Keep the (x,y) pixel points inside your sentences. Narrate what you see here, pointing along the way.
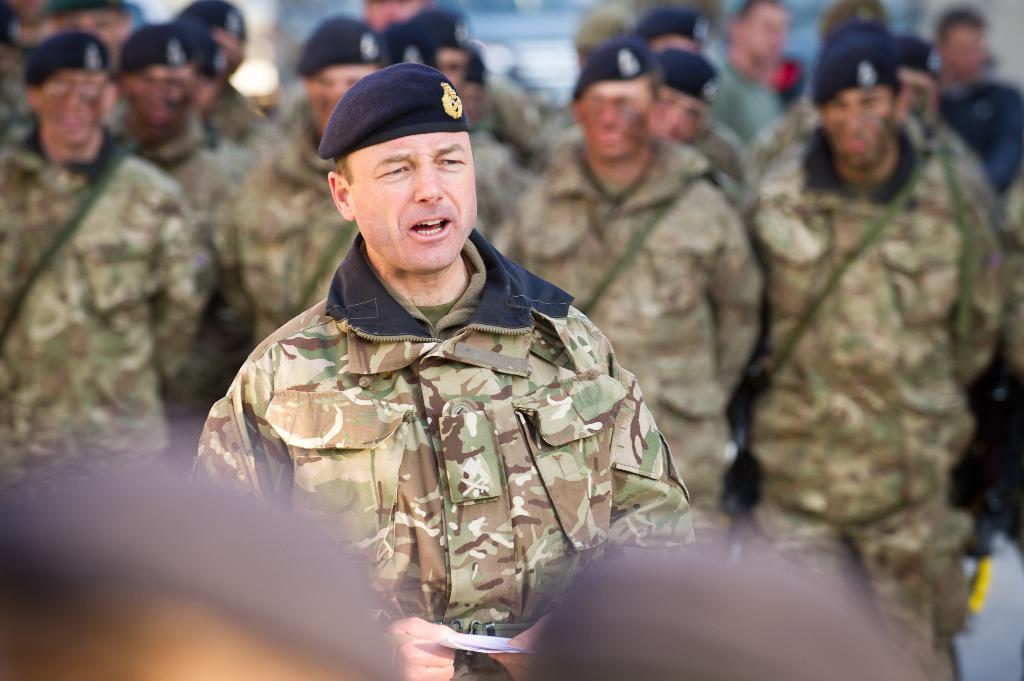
In this picture we can see a group of people (171,348), they are wearing caps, one person (466,418) is holding a paper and in the background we can see some objects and it is blurry.
